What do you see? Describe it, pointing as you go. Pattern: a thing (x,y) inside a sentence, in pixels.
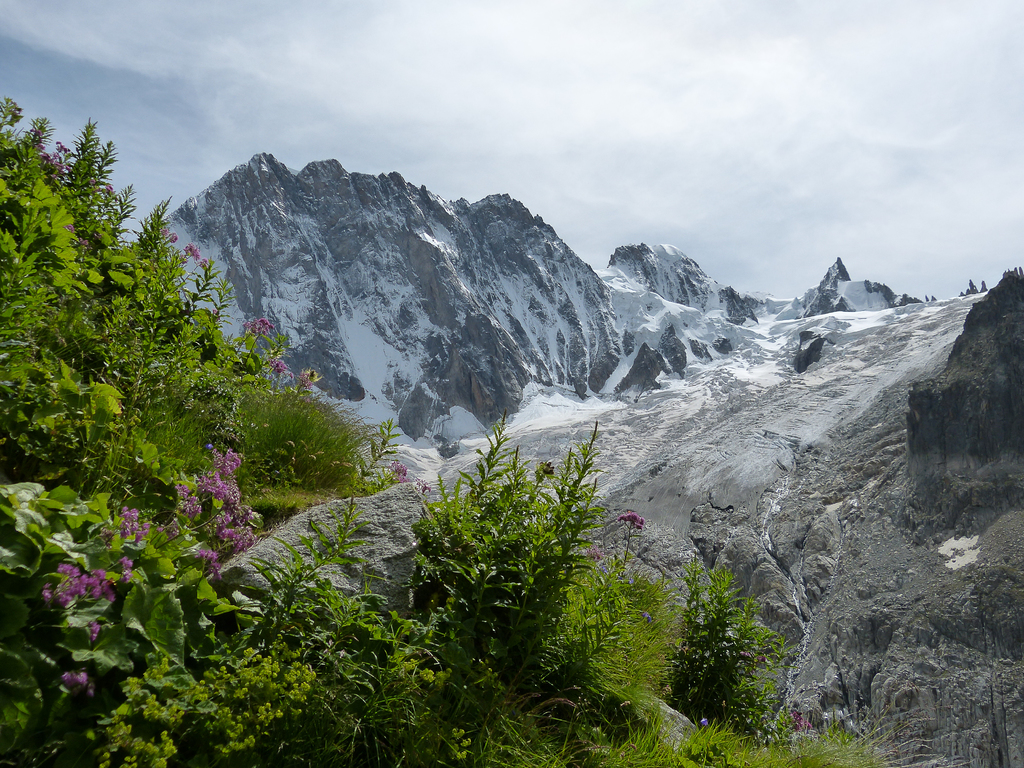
In this image I can see floral plants (26,753) in the front (224,313). There are mountains (648,381) covered with the snow (724,331), at the back (767,382). There is sky (825,175) at the top (834,169).
